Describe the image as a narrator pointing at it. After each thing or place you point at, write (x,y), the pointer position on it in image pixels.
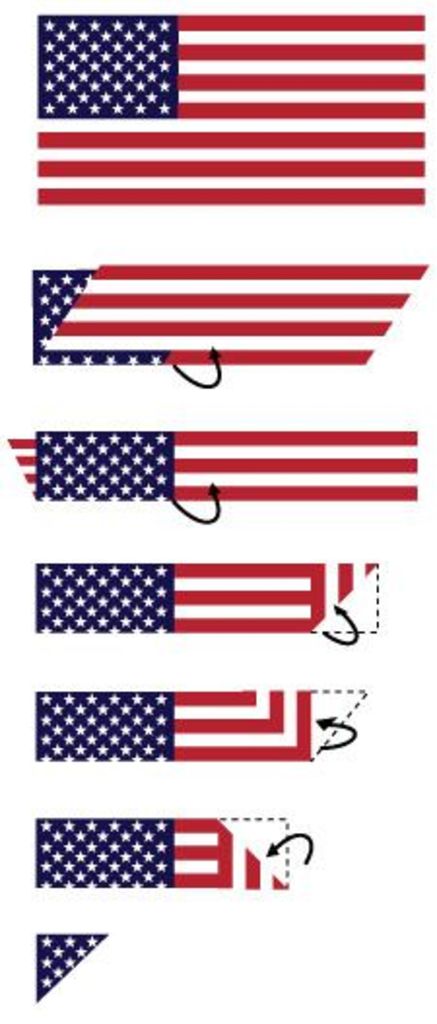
In the image we can see there is a flag (205,125) and the flag (212,434) is divided into different shapes (48,942).
